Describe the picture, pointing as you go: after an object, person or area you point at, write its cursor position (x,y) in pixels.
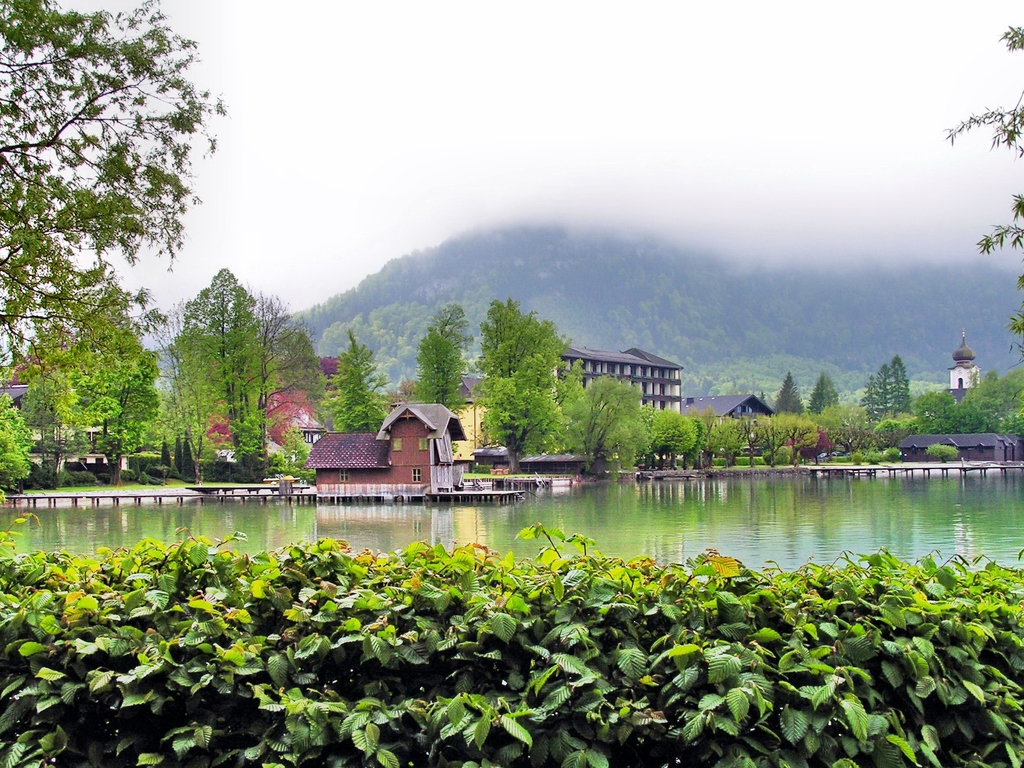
This picture is clicked outside. In the foreground (479,659) we can see the plants (561,592) and a water body (321,523). In the center (533,470) we can see the houses (442,473), trees (519,457), a tower (959,388) and some other objects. In the background (810,56) we can see the sky (430,71) and the smoke (628,192) and some other objects (745,317).
